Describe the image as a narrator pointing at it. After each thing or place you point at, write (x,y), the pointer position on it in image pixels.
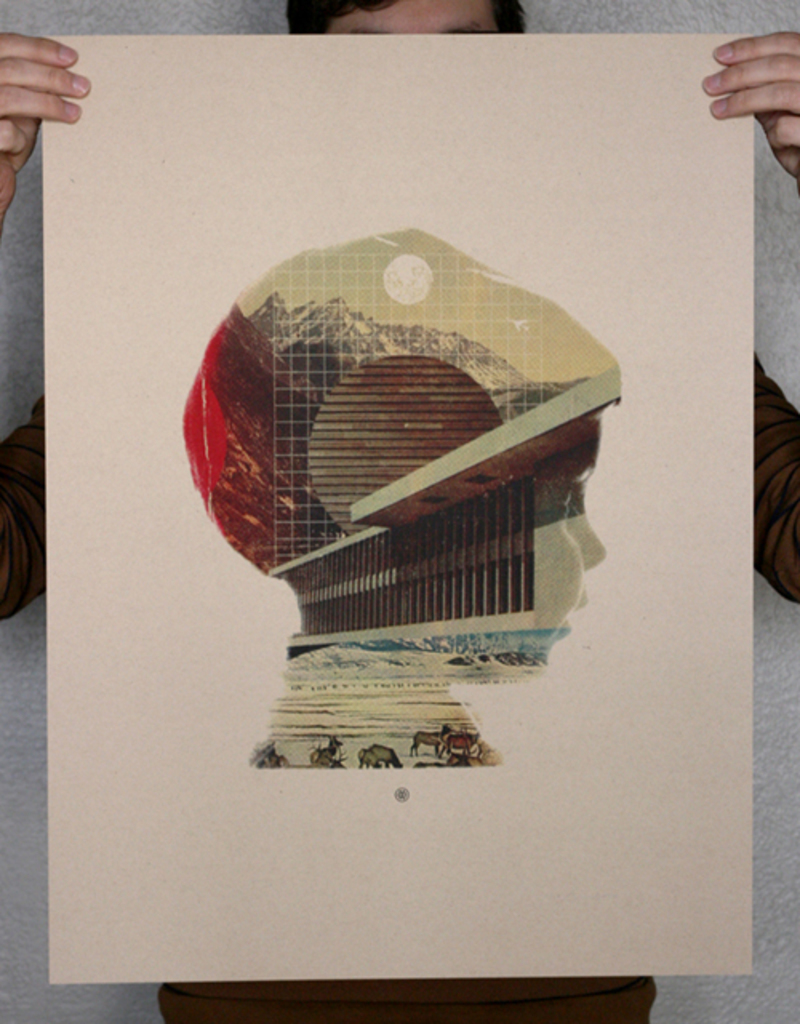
In the image there is a person (28,70) holding a cardboard (106,180) with a graphic image (408,552) of a boy (475,558) in it, behind him there is a wall (715,8).
